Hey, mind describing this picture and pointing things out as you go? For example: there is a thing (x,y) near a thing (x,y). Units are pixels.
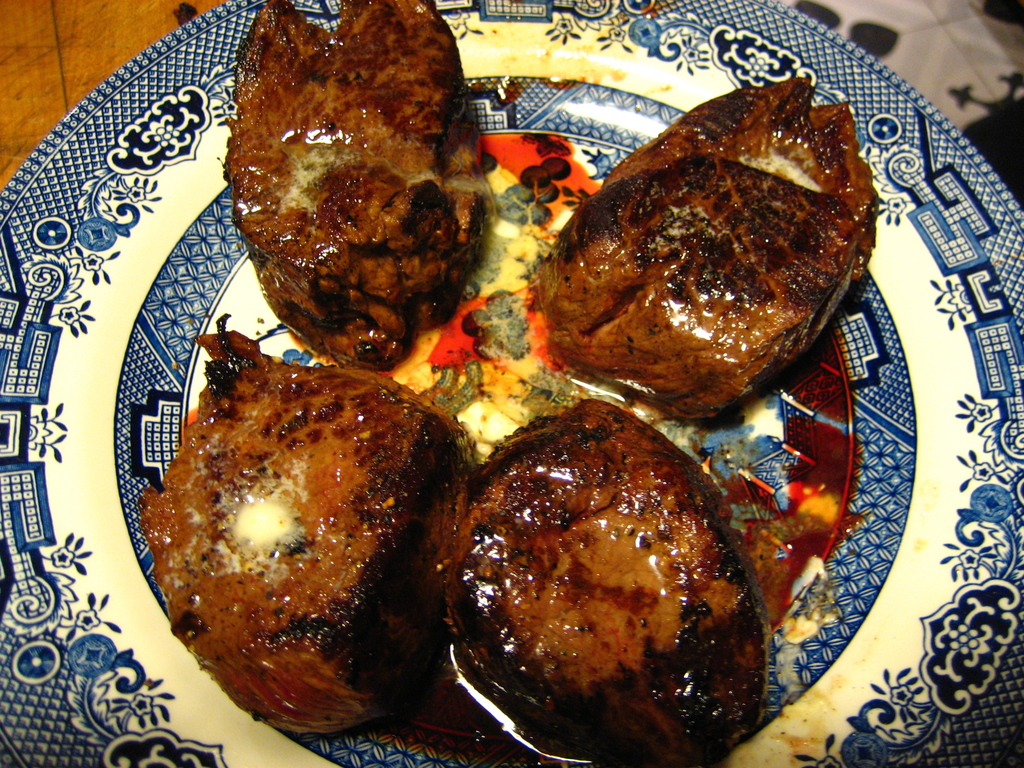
In the image we can see a plate (110,389) and blue design (223,262) on it. On the plate (853,333) we can see food item (601,588) and wooden surfaces (66,58).
